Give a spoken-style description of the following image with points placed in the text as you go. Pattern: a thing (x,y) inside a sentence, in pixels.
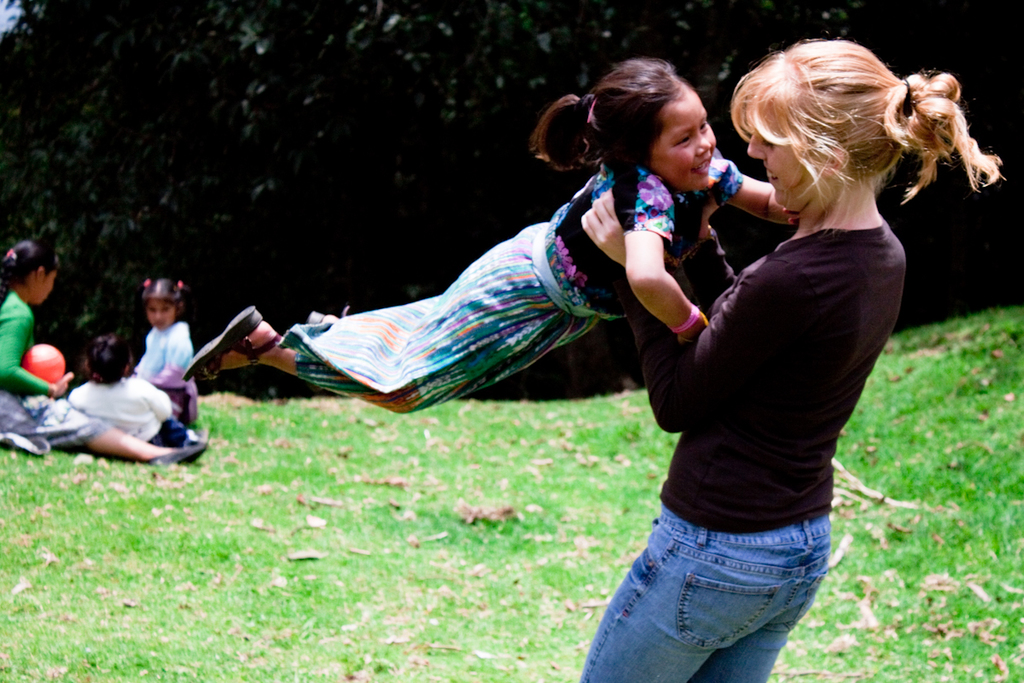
In this image there is a woman (809,458) holding a girl (643,218). She is standing on the grassland (421,610). Left side (149,390) kids (66,429) are sitting on the grassland (166,507). A girl (27,389) is holding a ball (32,368). Background (130,59) there are trees (271,41).
